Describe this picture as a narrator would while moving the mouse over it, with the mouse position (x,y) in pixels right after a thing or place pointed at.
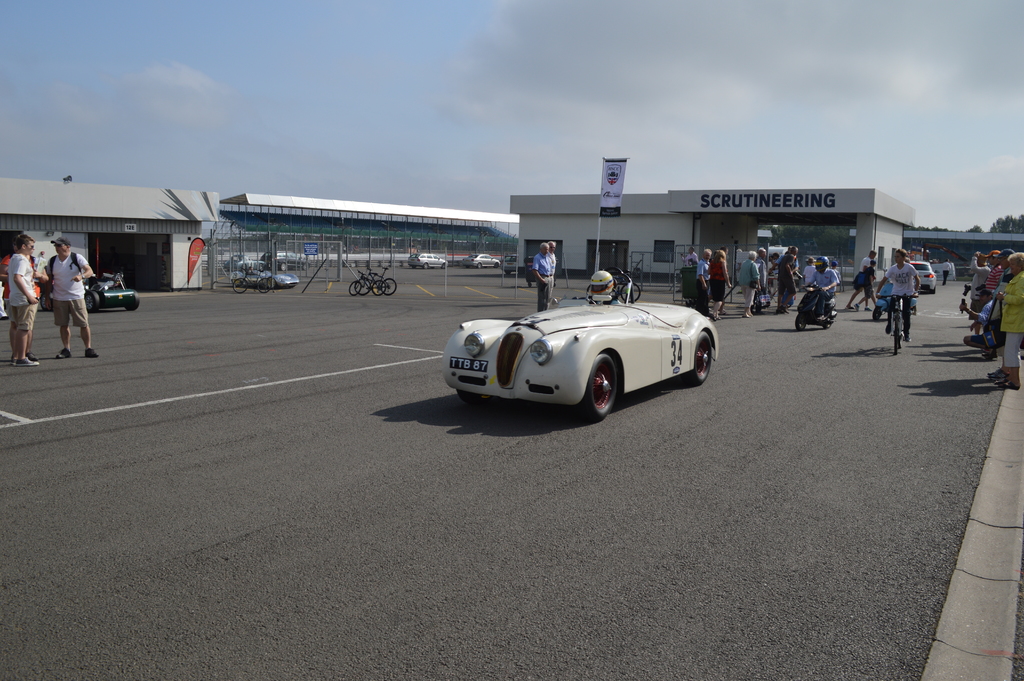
In this picture there is a car (573,376) in the center of the image (595,315), there are people (832,274) on the right (1011,287) and left side of the image (10,358), there are other cars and bicycles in the image, there are warehouses (605,256) in the image, there are trees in the background area of the image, there is a flag (609,199) in the image.
